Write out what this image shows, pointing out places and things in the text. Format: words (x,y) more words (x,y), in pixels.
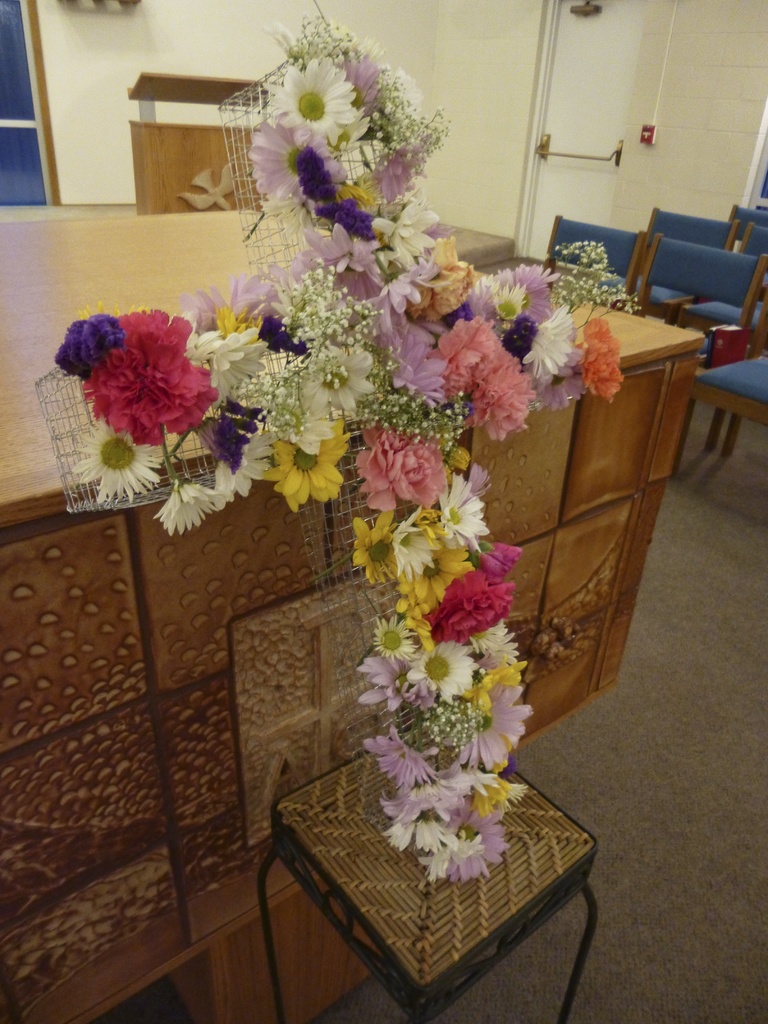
In this image few flowers (343,144) are decorated to the metal fence (269,131) kept on a table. At the left side (56,845) there is a table (33,877). Right side there are few chairs (596,262) arranged. Beside there is a door (619,69). Background (472,57) there is a wall (714,5).
